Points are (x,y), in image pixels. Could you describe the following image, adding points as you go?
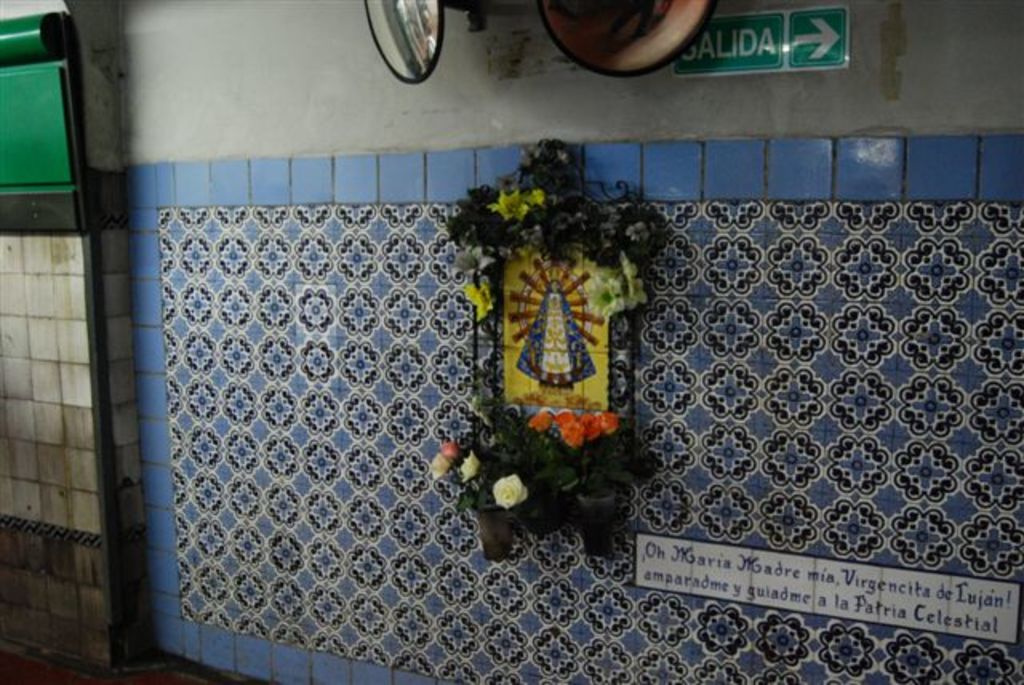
This picture is clicked inside. In the center (503,307) we can see a picture frame (596,347) is hanging on the wall (642,344) and we can see the flowers (505,485) and some other objects (408,56) are hanging on the wall (591,96) and we can see the text (766,50) on the wall (962,51). On the left corner (83,155) we can see a green color object (46,156).
